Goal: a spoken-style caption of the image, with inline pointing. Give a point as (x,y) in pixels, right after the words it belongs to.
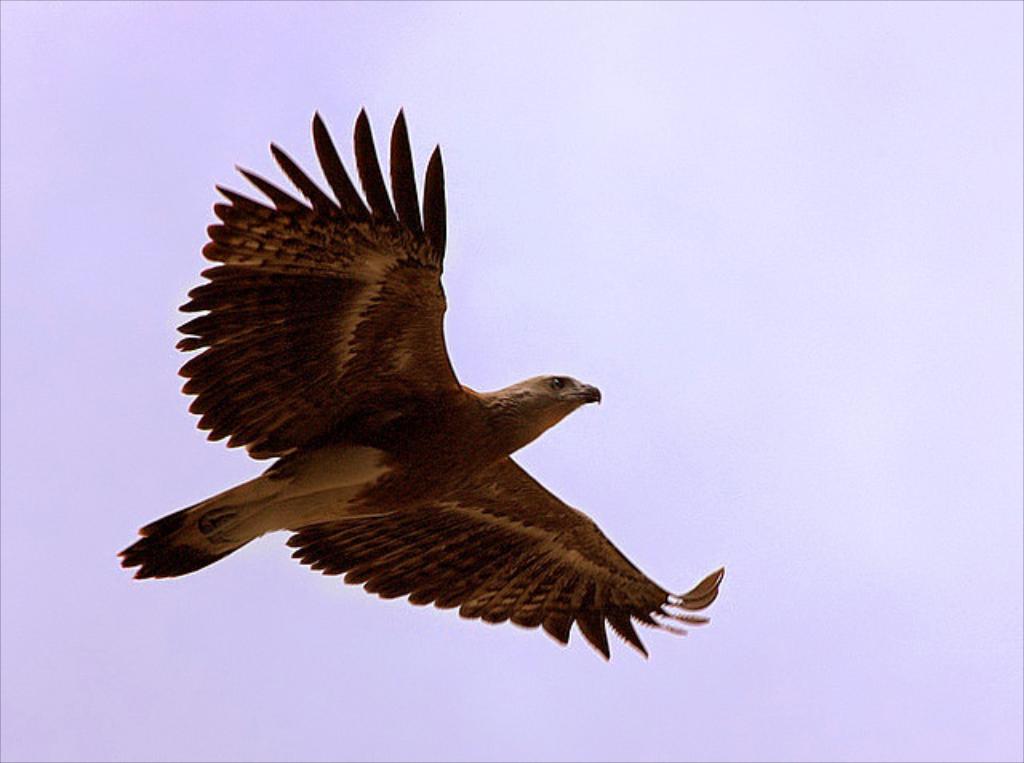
In this image we can see a bird (355,436) is flying.
